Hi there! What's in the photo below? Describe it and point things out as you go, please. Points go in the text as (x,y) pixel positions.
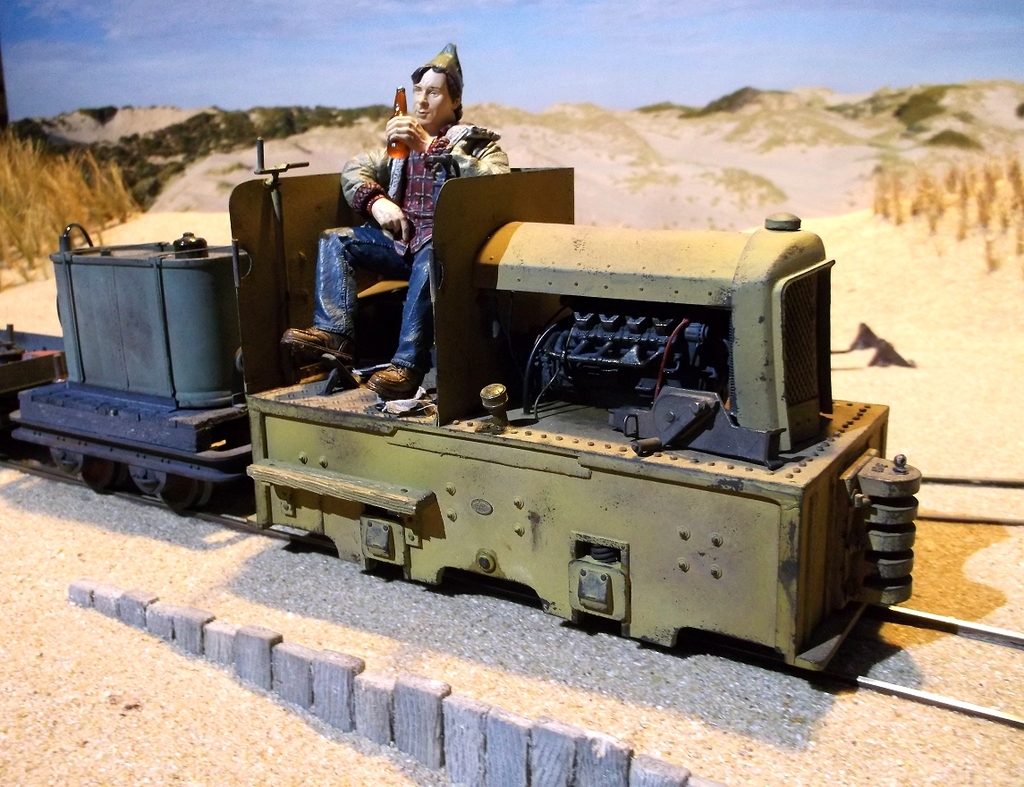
In this picture we can see a toy man (359,247) is sitting on a toy train (399,441) and the train (774,529) is on the railway track (881,650). Behind the train (280,303) there are hills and a sky (558,88).
